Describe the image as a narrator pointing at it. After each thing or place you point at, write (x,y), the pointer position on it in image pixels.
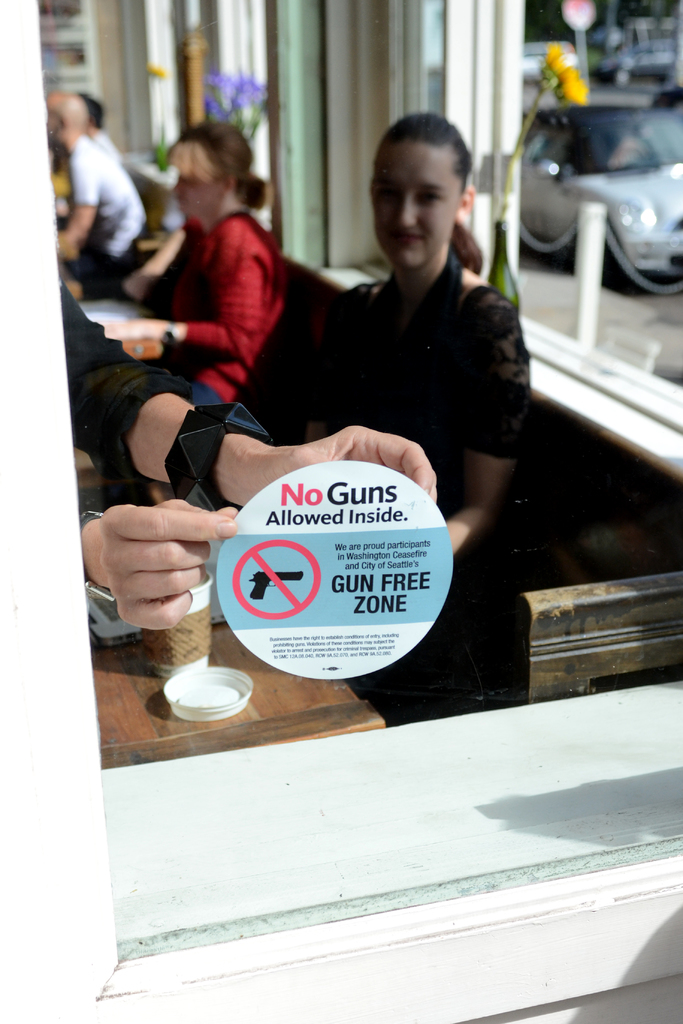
In this image we can see a glass window (60,48) on which we can see a sticker (303,647), through the glass window (465,185) we can see a few people (139,226) sitting near the table (122,698) on which we can see cups (195,691) are placed. The background of the image is slightly blurred, where we can see a car (639,158) on the road (676,340) and the board (588,21) here.
